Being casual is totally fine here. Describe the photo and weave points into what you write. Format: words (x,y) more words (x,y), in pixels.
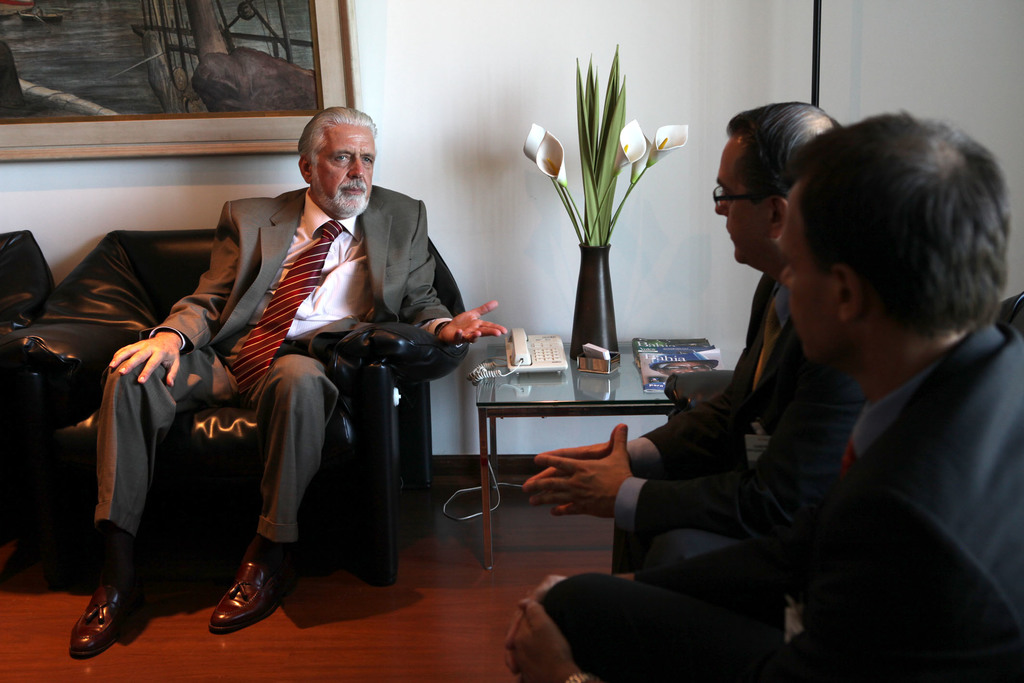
In this image there is a man (311,289) who is sitting in the sofa (91,338) is talking with the other two persons (744,415) who are beside him. At the background (78,67) there is a photo frame (112,40) which is attached to the wall (447,49). In the middle (626,354) there is a glass teapoy (568,398) on which there is a telephone (537,355), flower vase (592,331) and books (668,349).
